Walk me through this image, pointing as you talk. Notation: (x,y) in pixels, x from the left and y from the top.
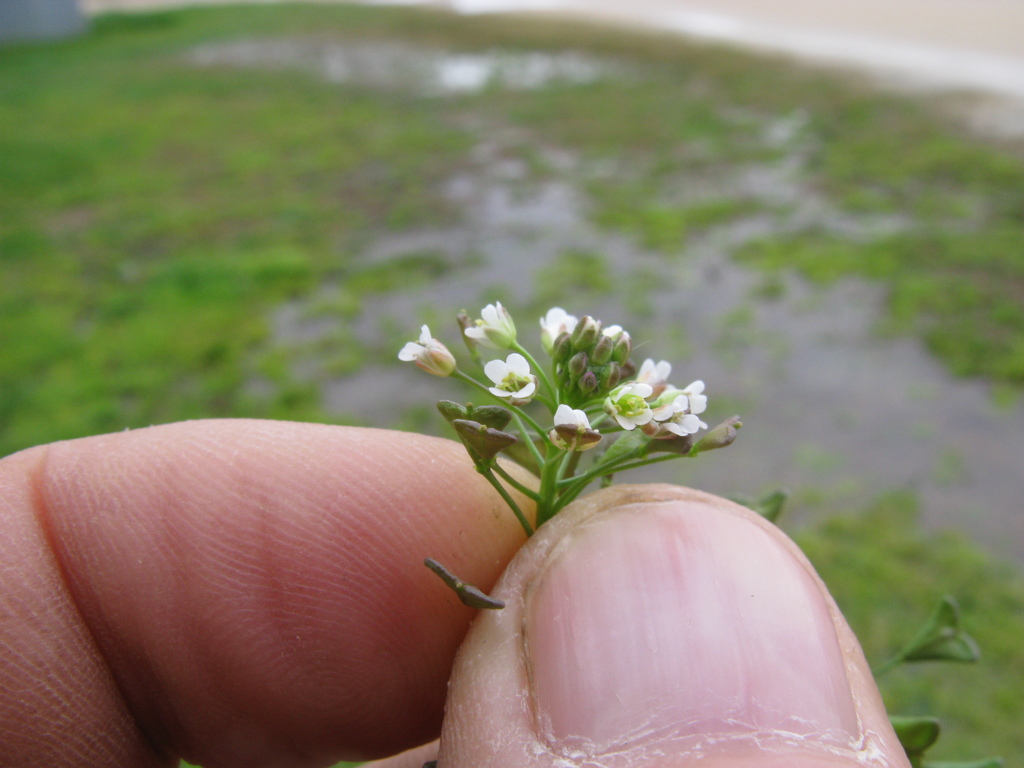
In this image I can see the person (416,459) holding the flowers (567,414) which are in white color. In the back (277,191) I can see the grass (406,207) and water (789,135) but it is blurry.
